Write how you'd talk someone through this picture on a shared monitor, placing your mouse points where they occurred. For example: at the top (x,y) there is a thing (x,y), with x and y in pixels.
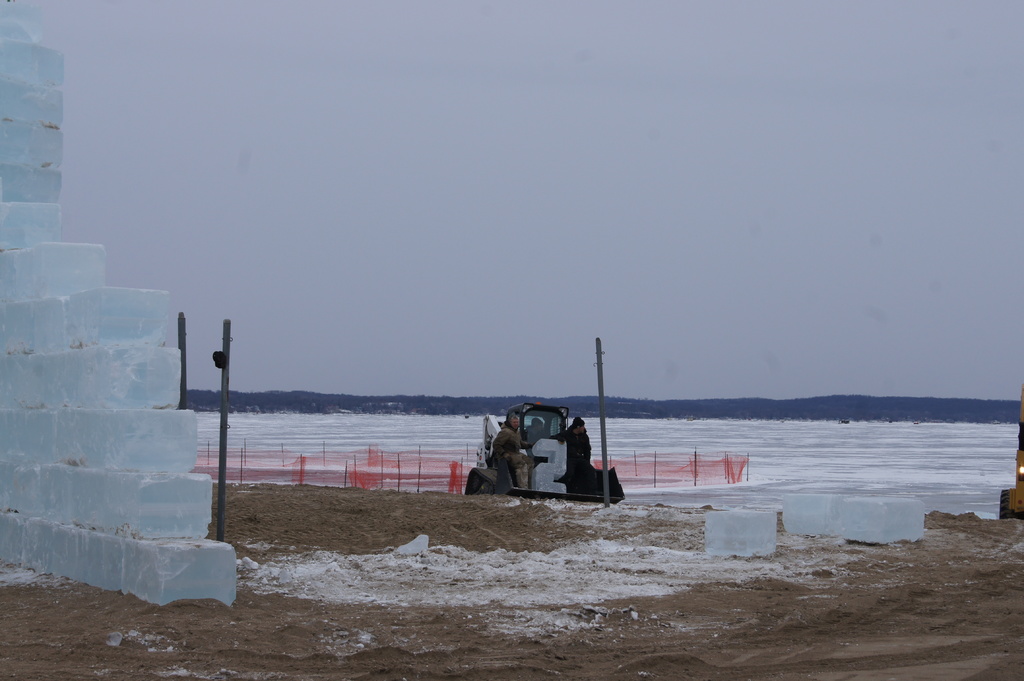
In this picture we can see few vehicles (1018,496), and people (526,462), on the left side of the image (119,302) we can find few blocks (164,371) and metal rods (185,376).
